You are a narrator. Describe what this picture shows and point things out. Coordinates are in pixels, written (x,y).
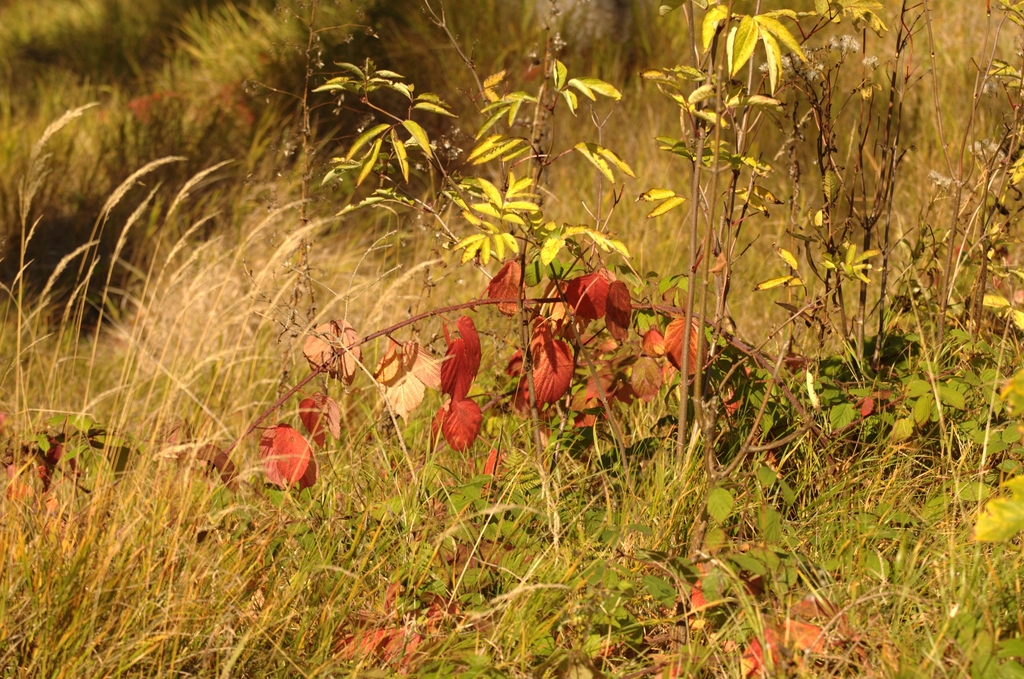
In this image, we can see some grass (187,417) and some small plants (555,247).
